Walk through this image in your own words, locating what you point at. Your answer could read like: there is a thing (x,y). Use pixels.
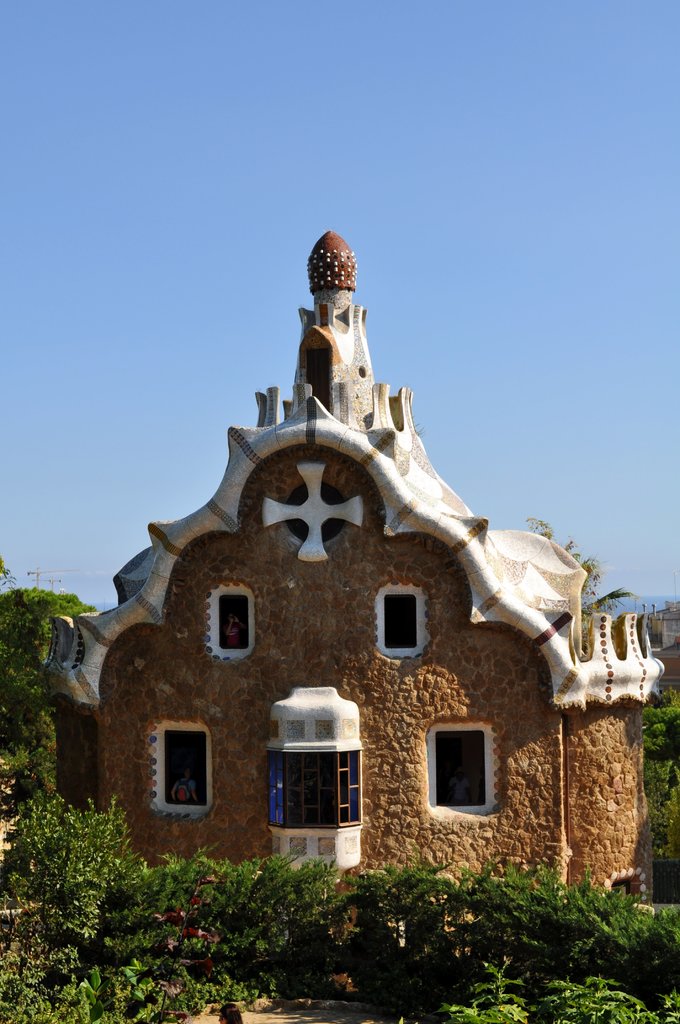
In this image I can see number of plants (289,875) in the front (620,906) and behind it I can see a building (387,611) and few trees (43,789). I can also see the sky (516,212) in the background (390,149).
